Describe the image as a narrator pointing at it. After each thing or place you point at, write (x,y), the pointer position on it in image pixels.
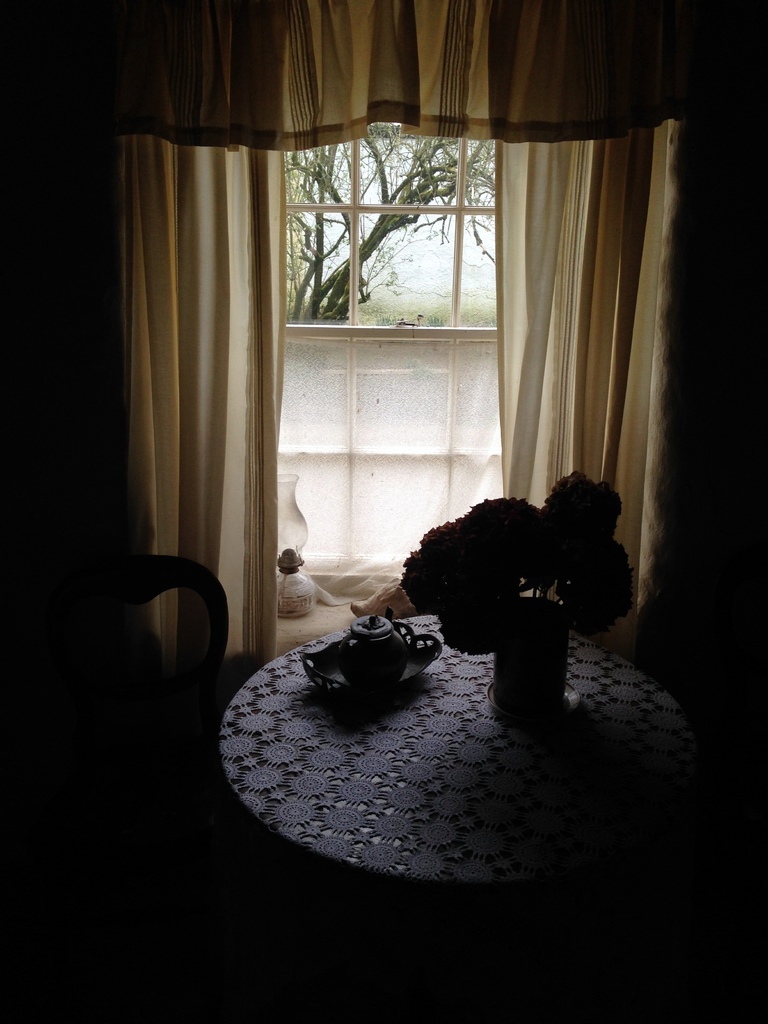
In this image we can see flower vase (532,673), pot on a plate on a table (405,781) and there is a chair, curtains (255,327), object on a platform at the window (329,528). Through the window glass (398,278) we can see trees (411,197). On the left (45,197) and right side (759,562) and at the bottom (182,995) the image is dark.
